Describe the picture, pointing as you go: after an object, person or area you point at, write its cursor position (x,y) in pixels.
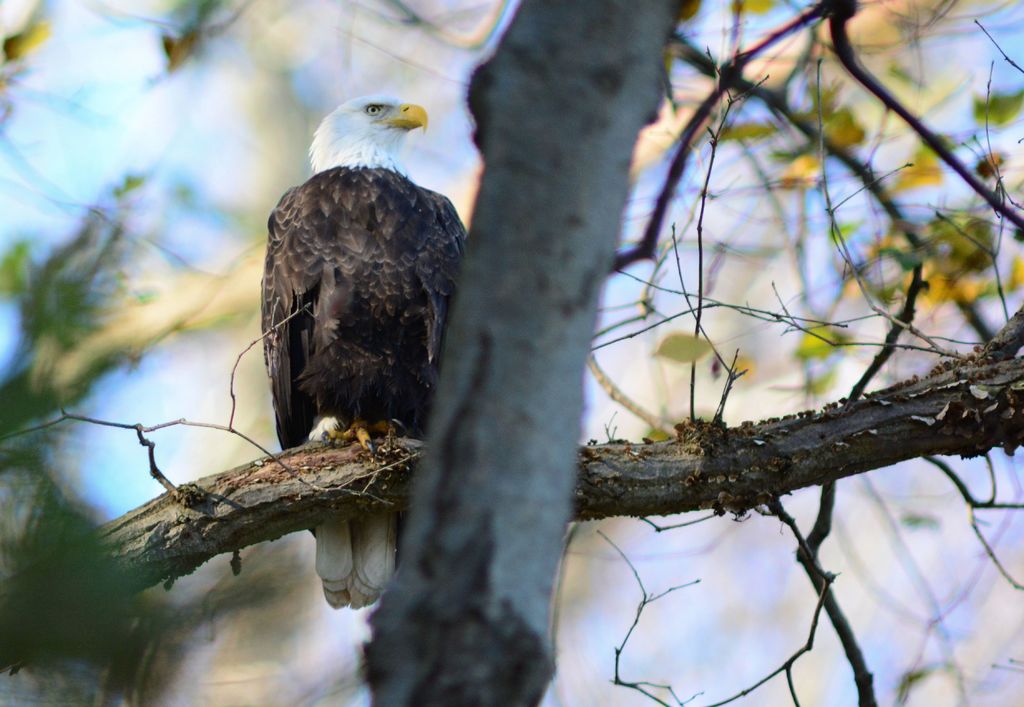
A eagle (345,303) is in brown color, sitting on the branch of a tree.
